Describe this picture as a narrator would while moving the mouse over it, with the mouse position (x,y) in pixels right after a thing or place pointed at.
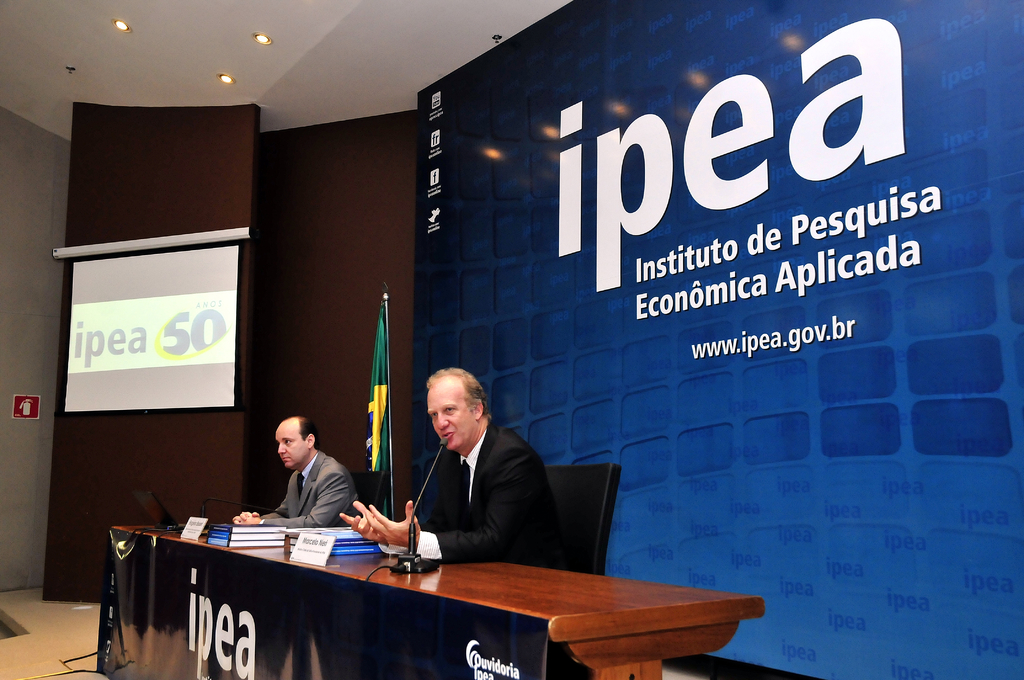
In this image we can see two persons (387,522) are sitting on the chairs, in front of them there is a table (253,555) on that there are books (264,545), there is a mic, one person (502,492) is talking, behind them there is a board (816,249) with text (694,169) on it, there are lights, sign board (14,408), there is a screen (134,375), also we can see a banner (297,629) with text (204,652) on it.
